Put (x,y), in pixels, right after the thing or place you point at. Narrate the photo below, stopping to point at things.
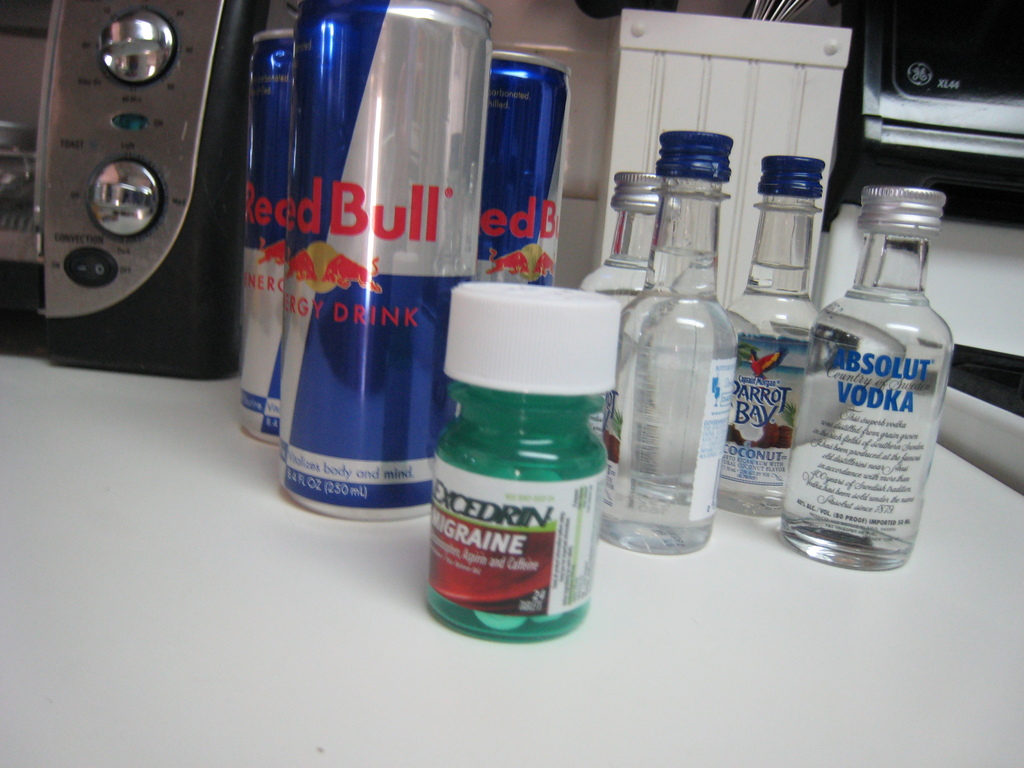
In the image there are few vodka and energy drink bottles (674,316) on a table (346,658) along with migraine bottle (512,511).
